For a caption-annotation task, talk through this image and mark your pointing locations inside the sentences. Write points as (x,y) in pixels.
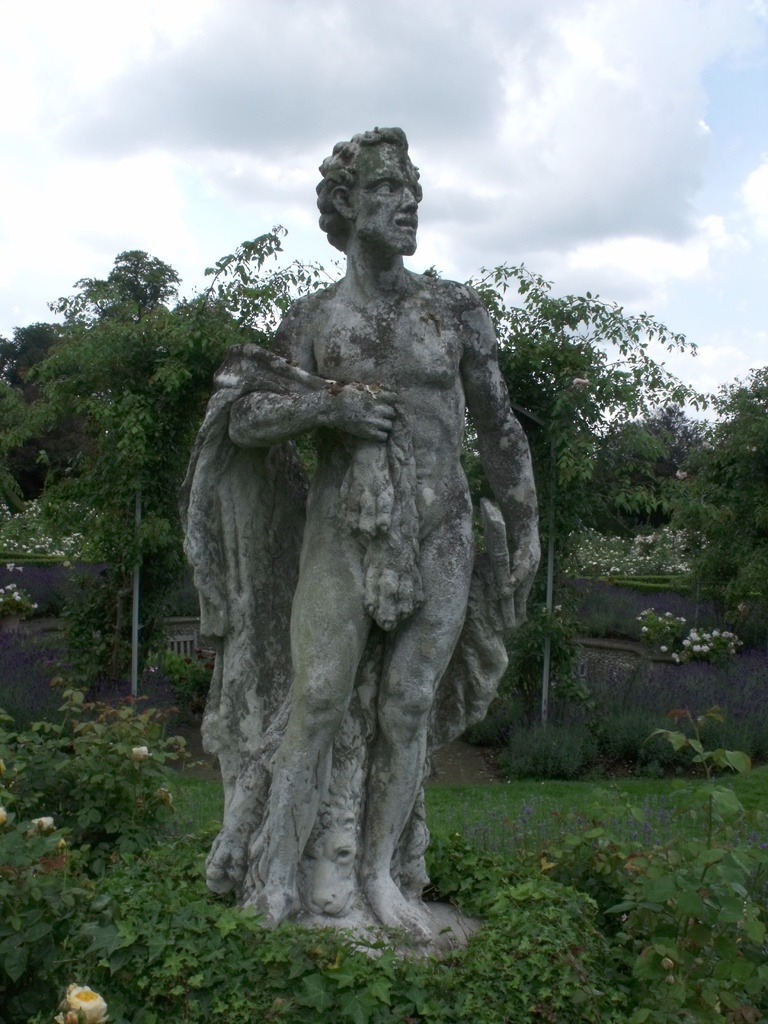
In this image there are plants (630,882), in the middle (343,580) there is a sculpture (340,545), in the background (680,447) there are trees (680,447) and the sky (446,185).
